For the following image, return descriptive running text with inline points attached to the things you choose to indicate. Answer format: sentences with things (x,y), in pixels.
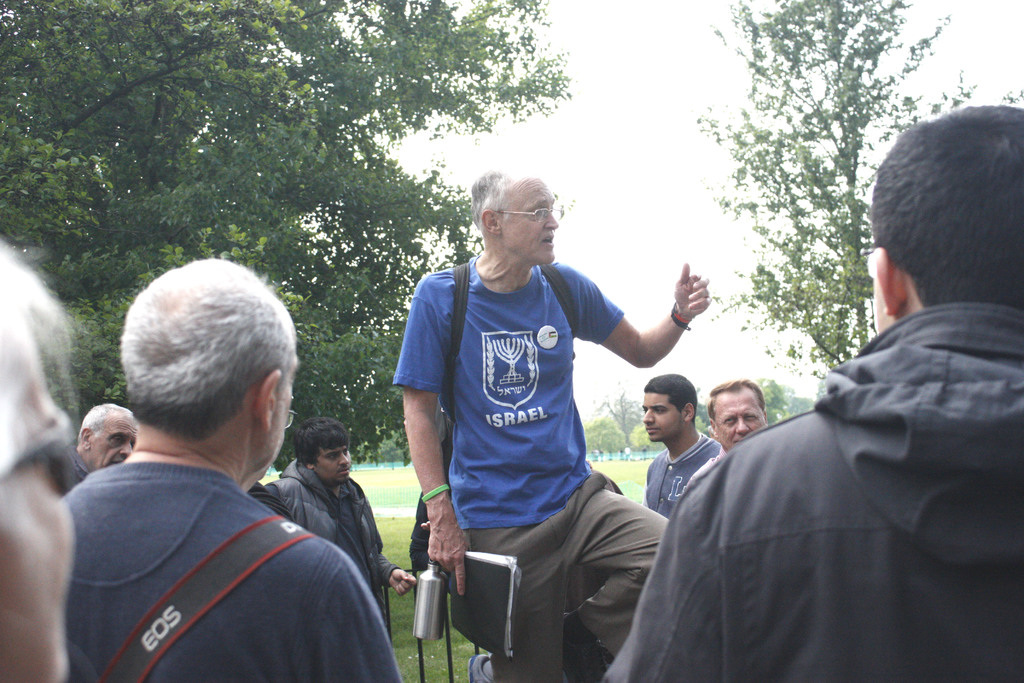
In the foreground of the picture (1005,281) I can see a few persons (986,284). There is a man (563,311) in the middle of the image (477,366) wearing a blue color T-shirt (486,388) and he is speaking. He is carrying a bag (464,311) and there is a file (473,609) in his right hand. In the background (850,174), I can see the trees (860,142).
